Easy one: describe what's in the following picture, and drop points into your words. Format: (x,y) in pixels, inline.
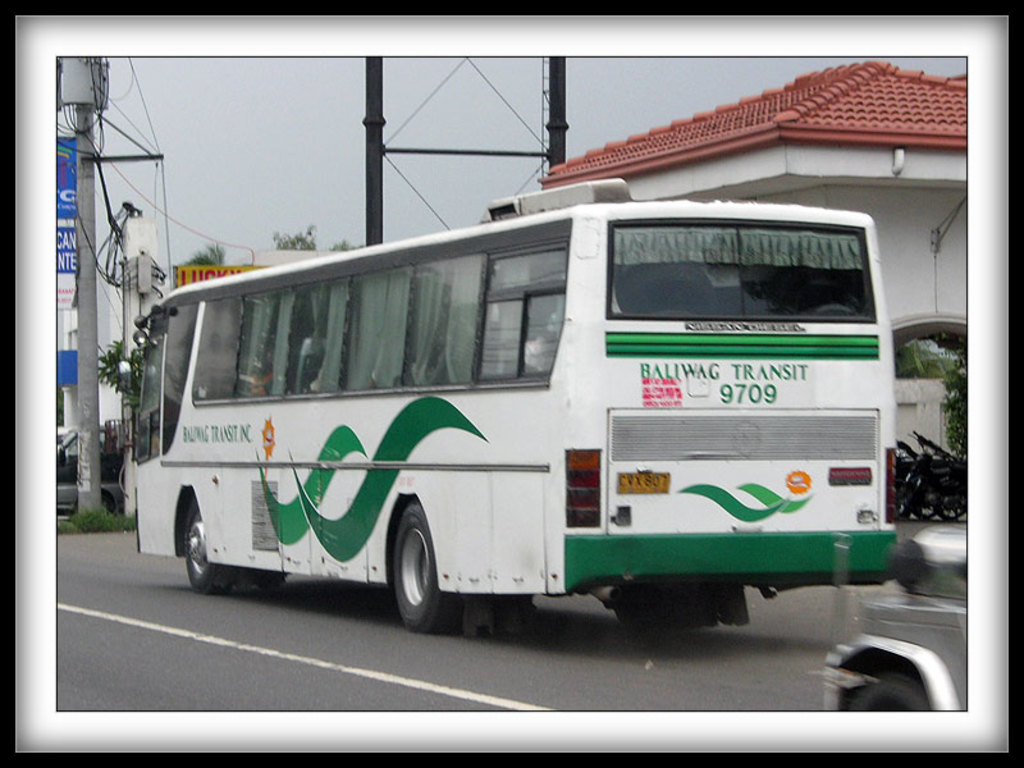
This image is clicked on the road (334,636). There is a bus (368,469) moving on the road (297,641). Beside the road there are poles (83,267) and sign boards (71,273). To the right (740,113) there is a house (750,160). There are bikes (934,472) parked on the walkway (935,517). There are markings (281,653) on the road (270,647). In the background (117,344) there are plants (283,242) and trees (111,370). At the top (256,116) there is the sky (271,133).
